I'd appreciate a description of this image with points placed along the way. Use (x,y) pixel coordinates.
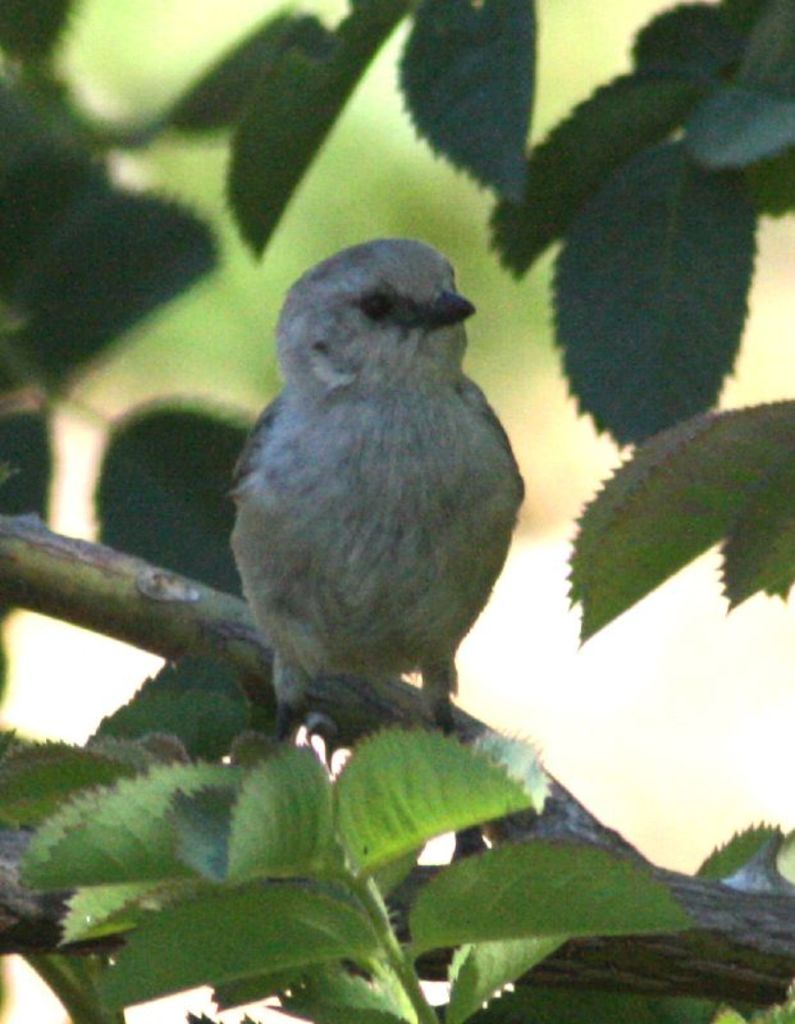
In the center of the image (353,518) we can see a bird (396,655) on the branch (432,714) of a tree (494,775). We can also see some leaves (260,784) around it.
